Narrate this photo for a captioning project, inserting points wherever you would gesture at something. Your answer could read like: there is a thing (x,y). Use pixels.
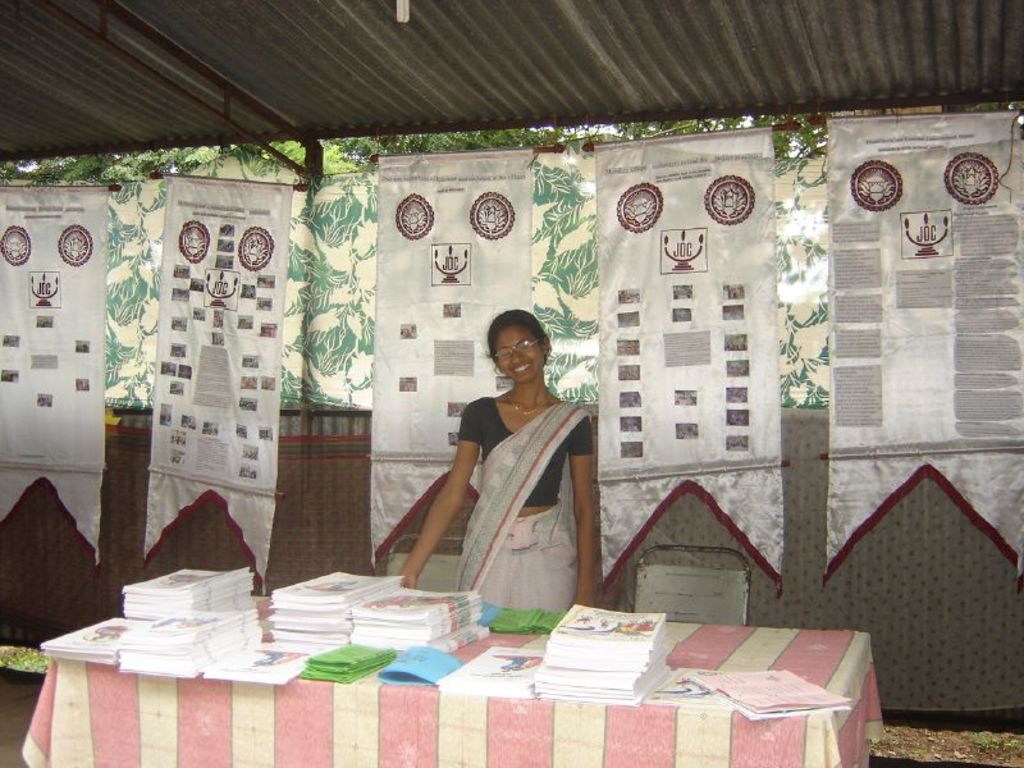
In this picture we can see a woman (532,344) wore spectacles (534,342), smiling and in front of her we can see books (701,675), cloth (290,703) on the table (553,745) and at the back of her we can see chairs (738,594), banners (473,303), trees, roof (842,90), cloth (290,363).
